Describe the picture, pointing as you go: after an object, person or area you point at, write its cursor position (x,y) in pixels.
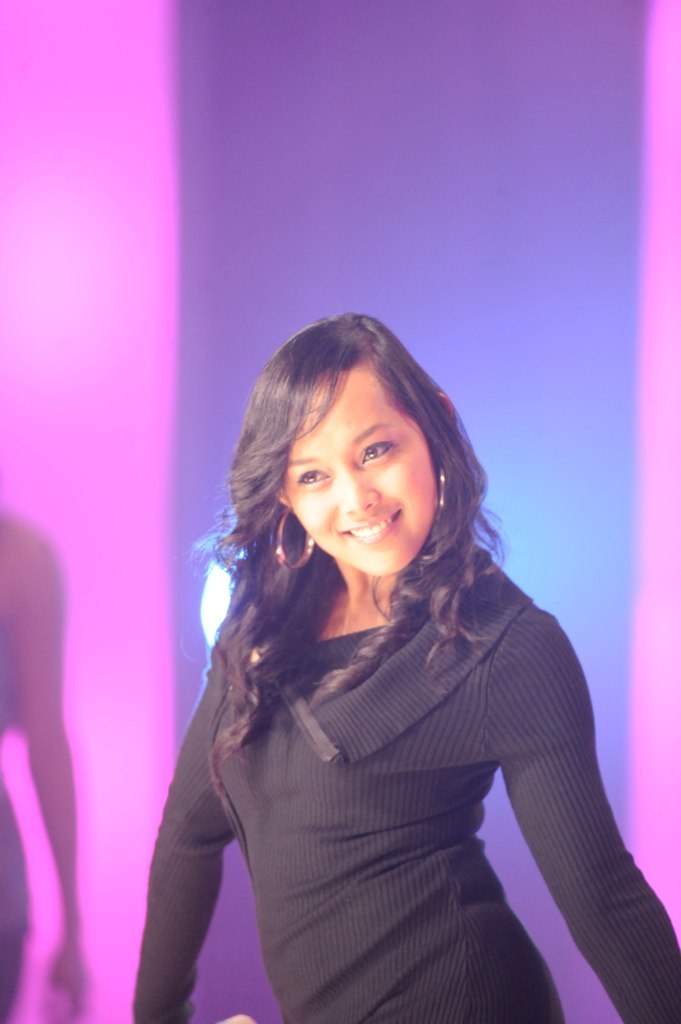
A woman (378,808) is there, she wore a black color dress (406,803), she is smiling too.
